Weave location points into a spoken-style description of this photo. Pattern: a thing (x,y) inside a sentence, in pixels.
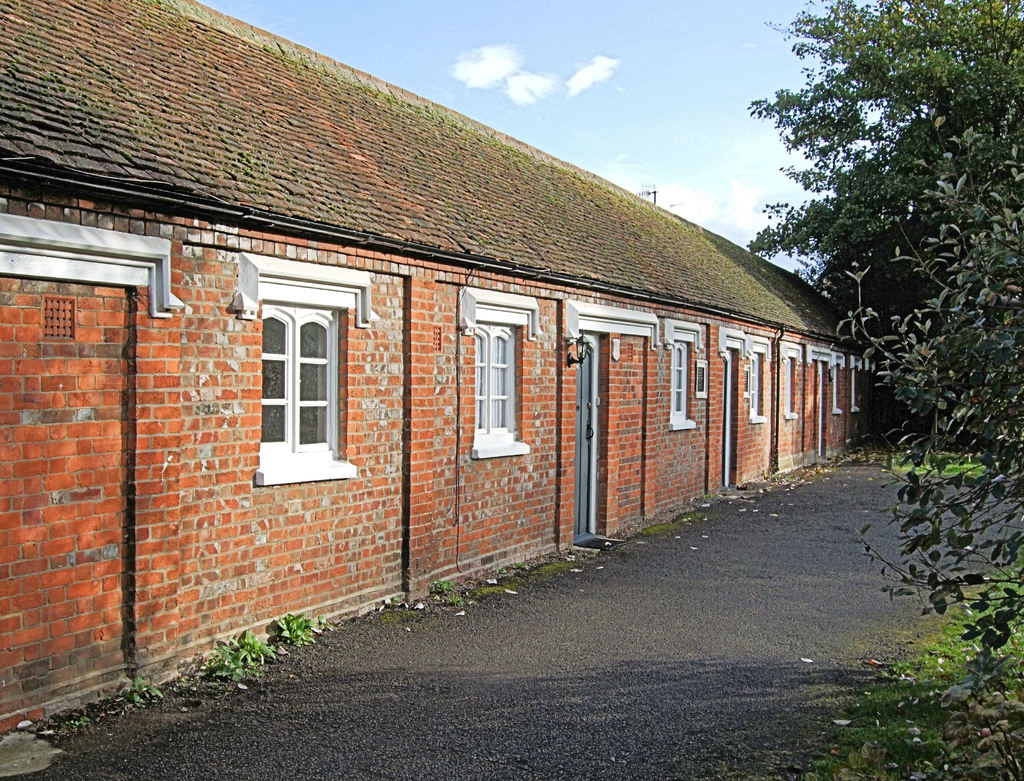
This picture is clicked outside. On the right (1013,206) we can see the trees (960,490) and some portion of green grass (920,465). On the left (243,661) we can see the plants (230,663) and a house (399,221) and we can see the windows (301,323), doors (583,371) and a brick wall (350,407) of the house (670,362). In the background (521,115) we can see the sky (512,100).
